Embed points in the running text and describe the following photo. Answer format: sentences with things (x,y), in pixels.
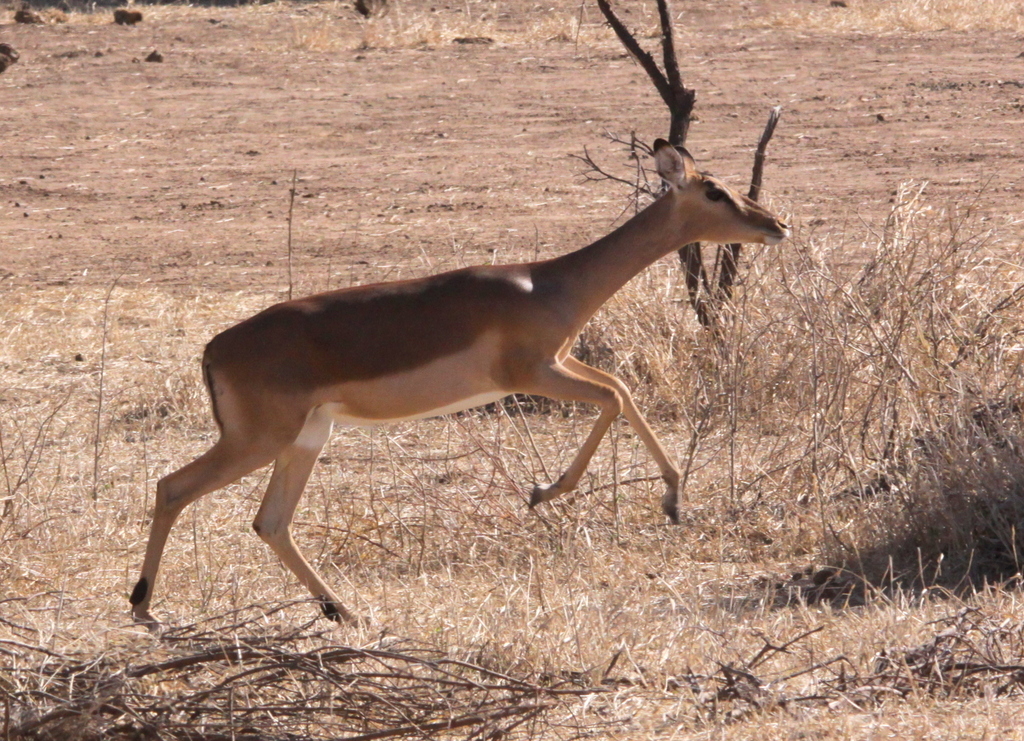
In this image there is a dry grass (602,507). There is mud (487,220). There are small stones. There is a deer (600,283).
